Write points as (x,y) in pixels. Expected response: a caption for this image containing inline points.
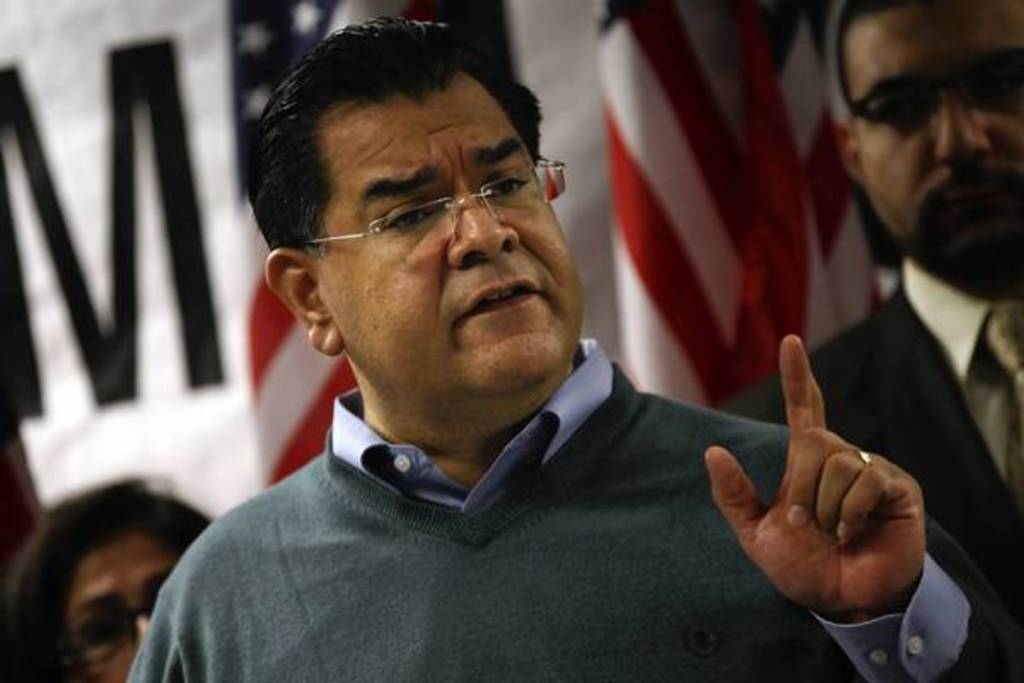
This picture describes about few people (483,459), in the middle of the image (401,449) we can see a man (560,378), he wore spectacles (544,186), in the background (691,147) we can see flags (675,268).
